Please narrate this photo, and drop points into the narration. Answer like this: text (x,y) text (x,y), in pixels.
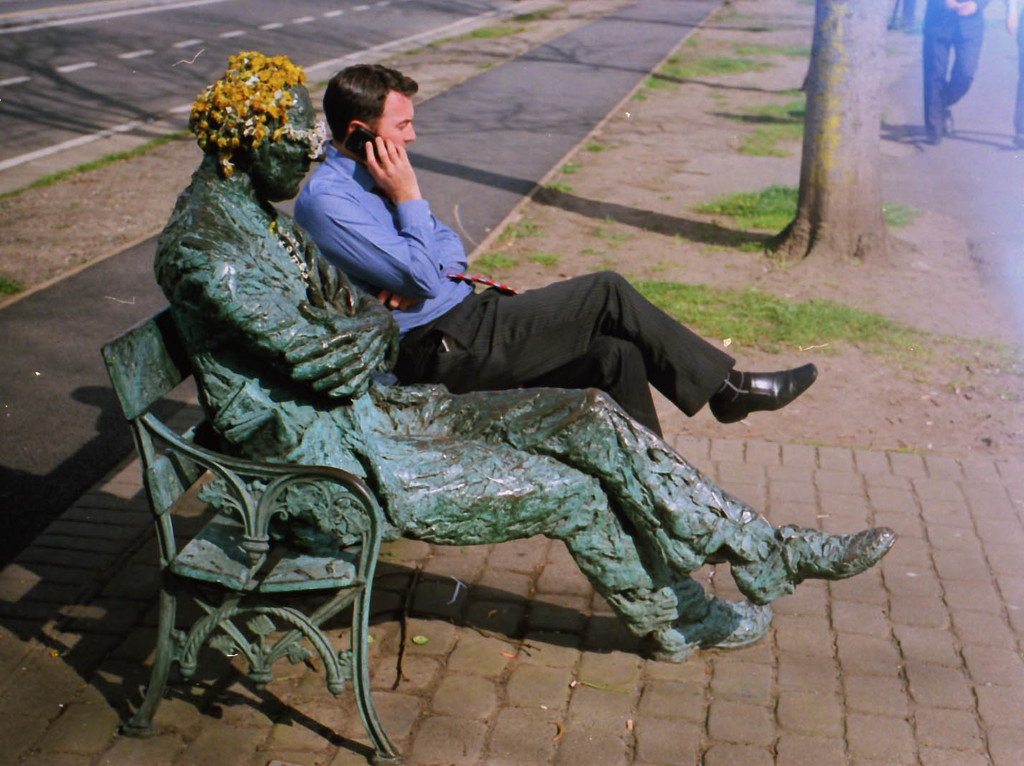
In this picture we can see a statue (529,430) on the iron bench (332,579). Beside there is a man (341,205) sitting and wearing a blue color shirt (387,216) and talking on the phone (363,149). Behind there is a tree trunk (812,183) and road (210,50).
